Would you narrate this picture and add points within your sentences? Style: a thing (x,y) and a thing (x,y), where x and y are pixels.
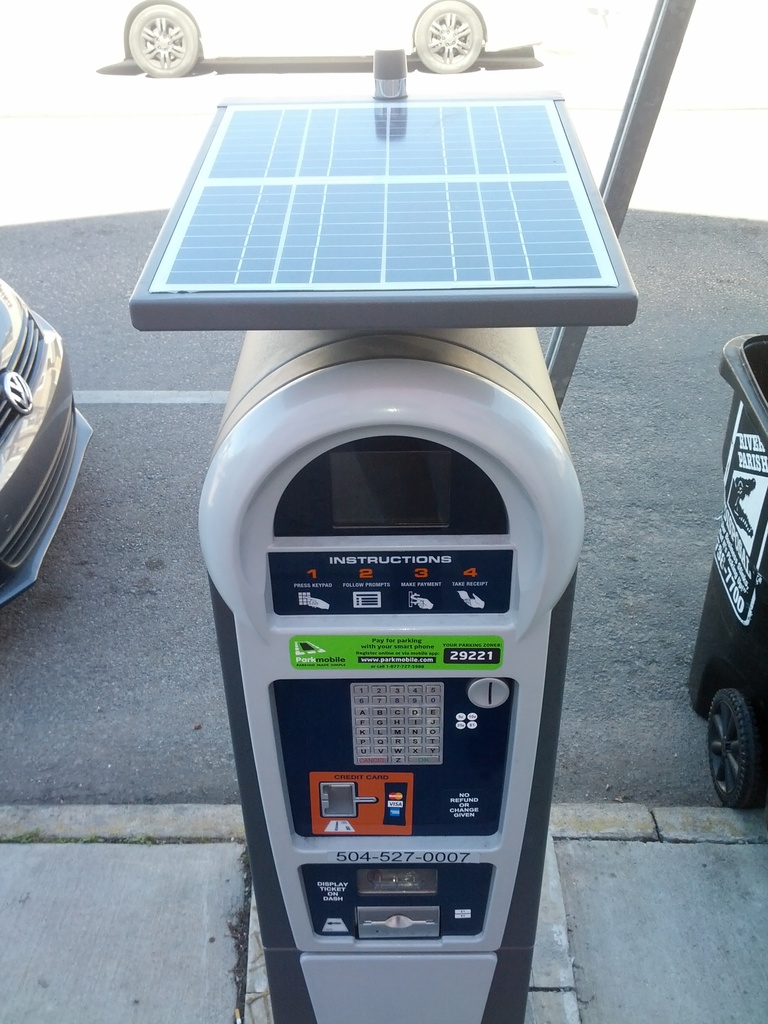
In this image we can see a parking meter (399,782) and vehicles (51,431) on the road (180,514). Right side (739,767), we can see it looks like a dustbin (741,532) on the road (439,83).
